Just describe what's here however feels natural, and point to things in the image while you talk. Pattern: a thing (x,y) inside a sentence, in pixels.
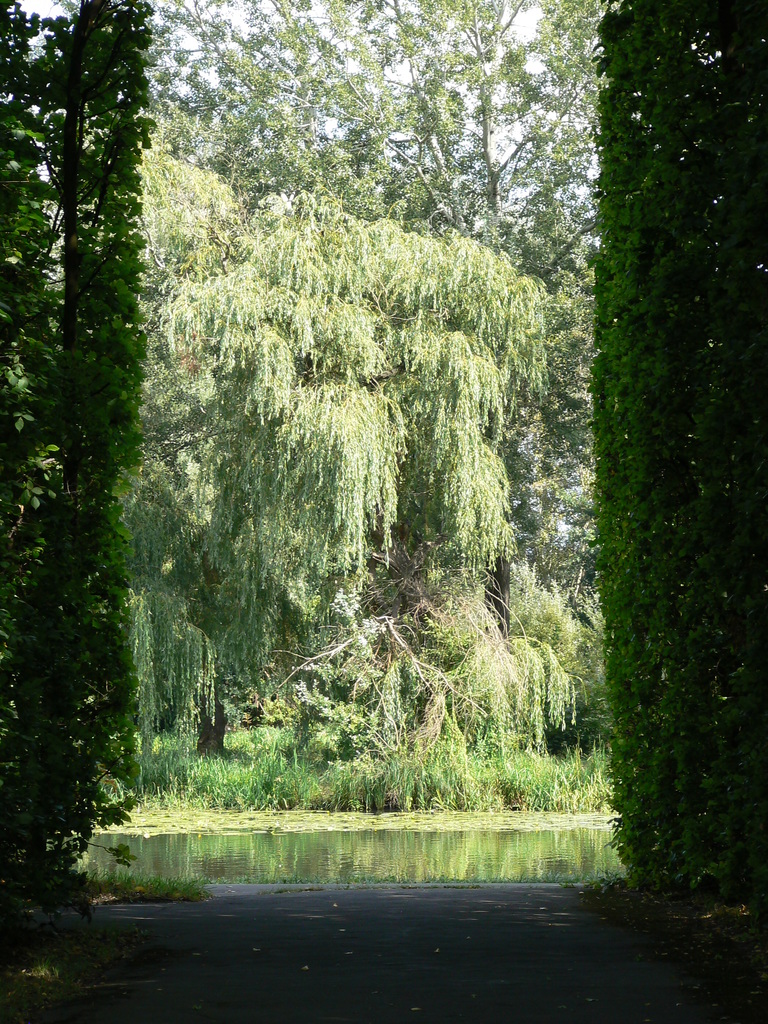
In the picture I can see water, there are some trees (319,687) and clear sky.
